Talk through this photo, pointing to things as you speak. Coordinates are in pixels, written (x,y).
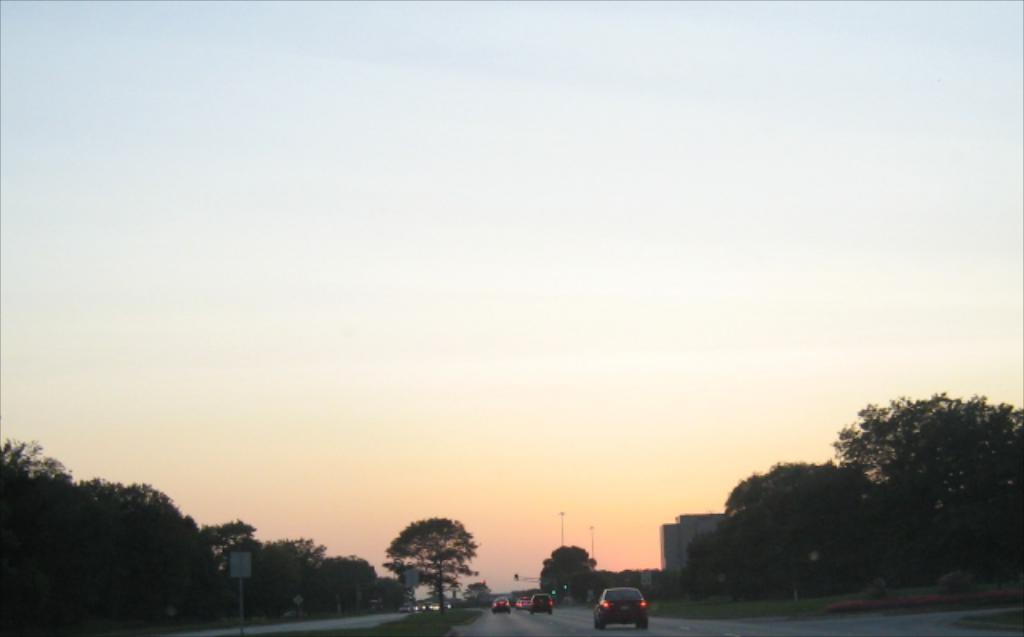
In this image there are a few vehicles (496,609) passing on the road (499,632), on the either side of the road (514,621) there are trees (717,567) and sign boards (409,583), in the background of the image (669,534) there is a building (686,519) and a lamp post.
